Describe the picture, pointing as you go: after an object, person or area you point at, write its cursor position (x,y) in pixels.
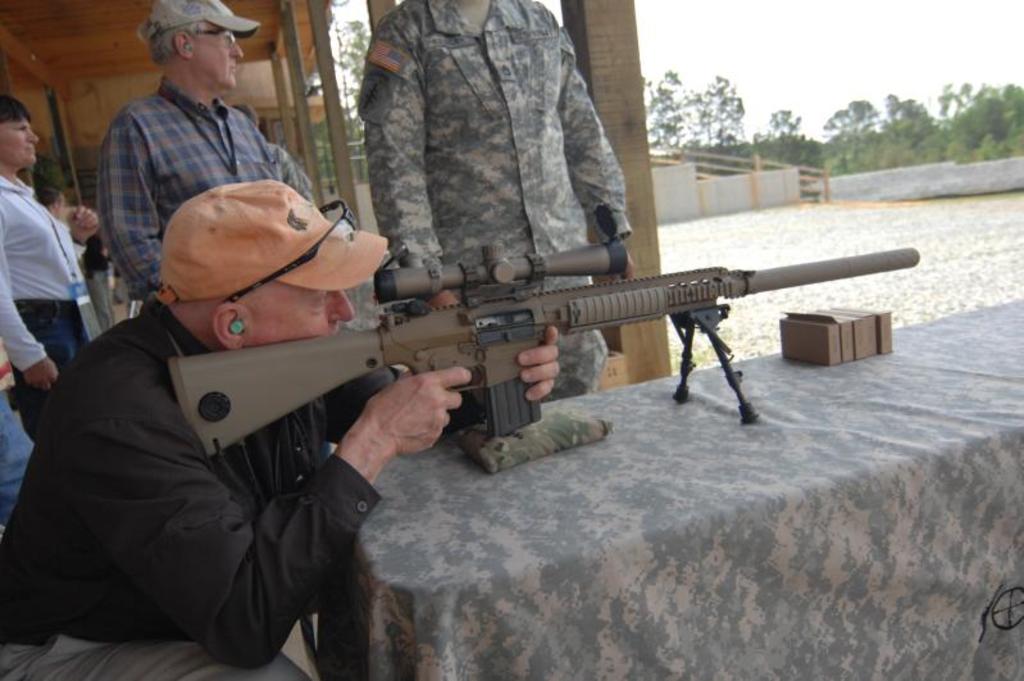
There are people (429,146) standing and this man (248,509) sitting like squat position and holding a gun (458,273). We can see gun (881,265) with stand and objects (801,357) on the table (841,442) and pillars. In the background (825,134) we can see trees (865,156) and sky (750,78).
